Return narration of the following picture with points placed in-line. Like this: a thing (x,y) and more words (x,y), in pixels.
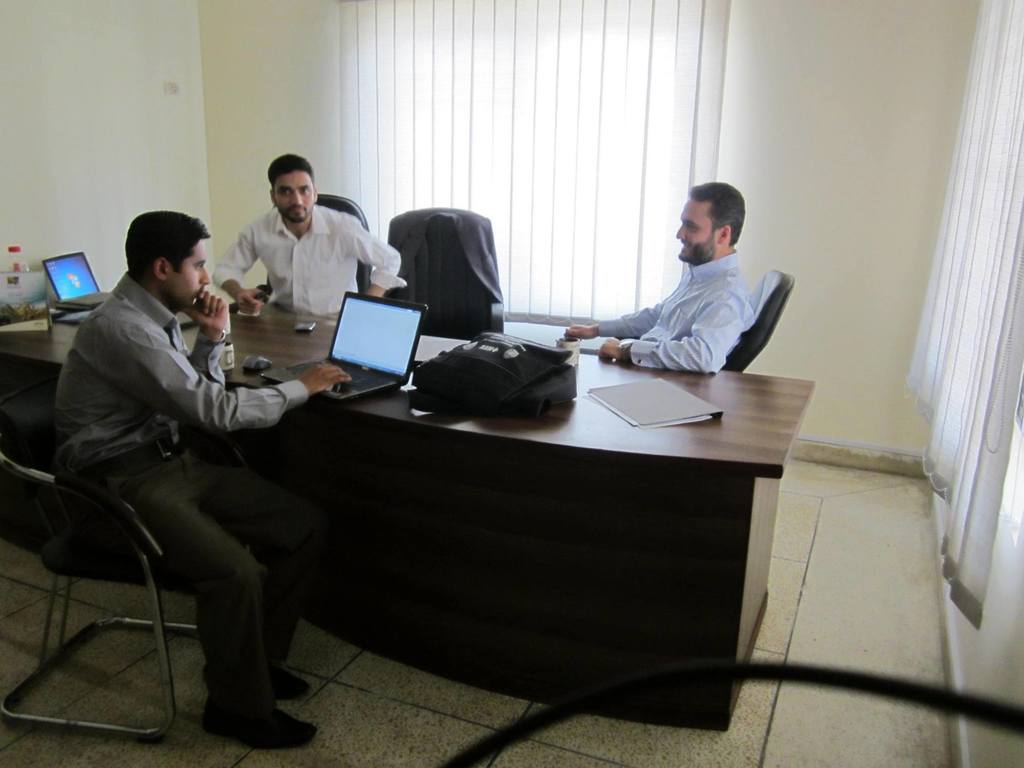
In this image there is a table (703,454) which is in black color on the table (698,378) there is a book (589,390), there is a bag (472,378), there is a laptop (360,362) and some people (178,416) are sitting on the chairs (321,203) and in the background (161,139) there is a wall (815,147) and some curtains (571,91) off white color.
